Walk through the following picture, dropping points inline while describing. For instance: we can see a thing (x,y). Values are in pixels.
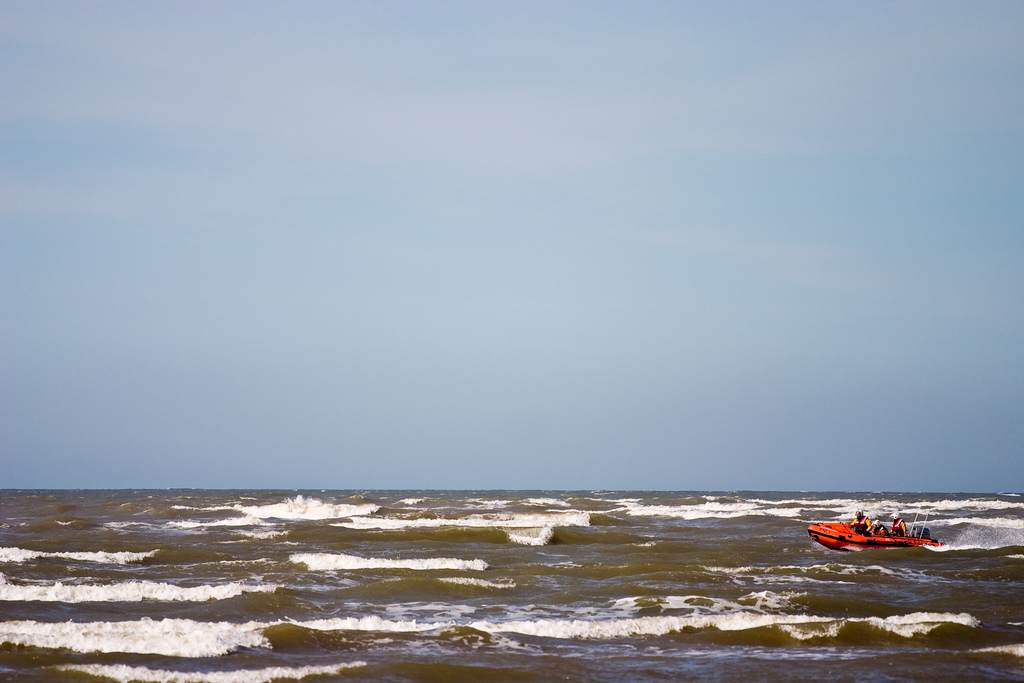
This is water (543,536) in the right side (776,567), few people (864,528) are travelling in a red color boat (868,546). At the top (442,162) it's a sky (370,275).
